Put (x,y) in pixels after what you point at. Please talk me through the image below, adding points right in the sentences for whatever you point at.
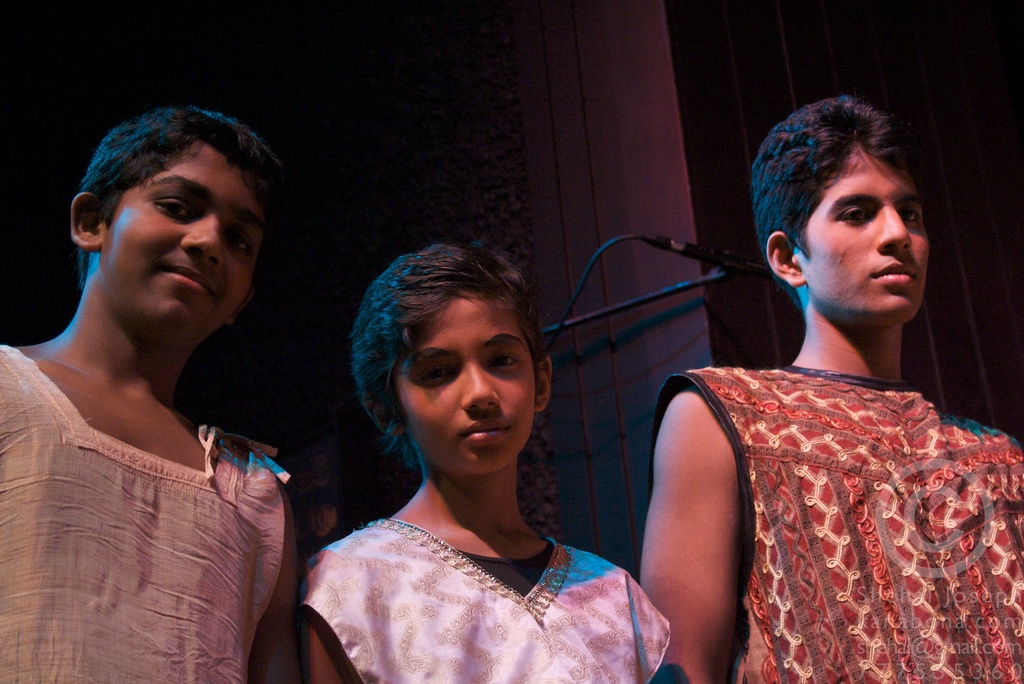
In the middle of the image (460,287) three persons (257,216) are standing and watching. Behind them we can see a microphone (666,240) and wall (265,25).
